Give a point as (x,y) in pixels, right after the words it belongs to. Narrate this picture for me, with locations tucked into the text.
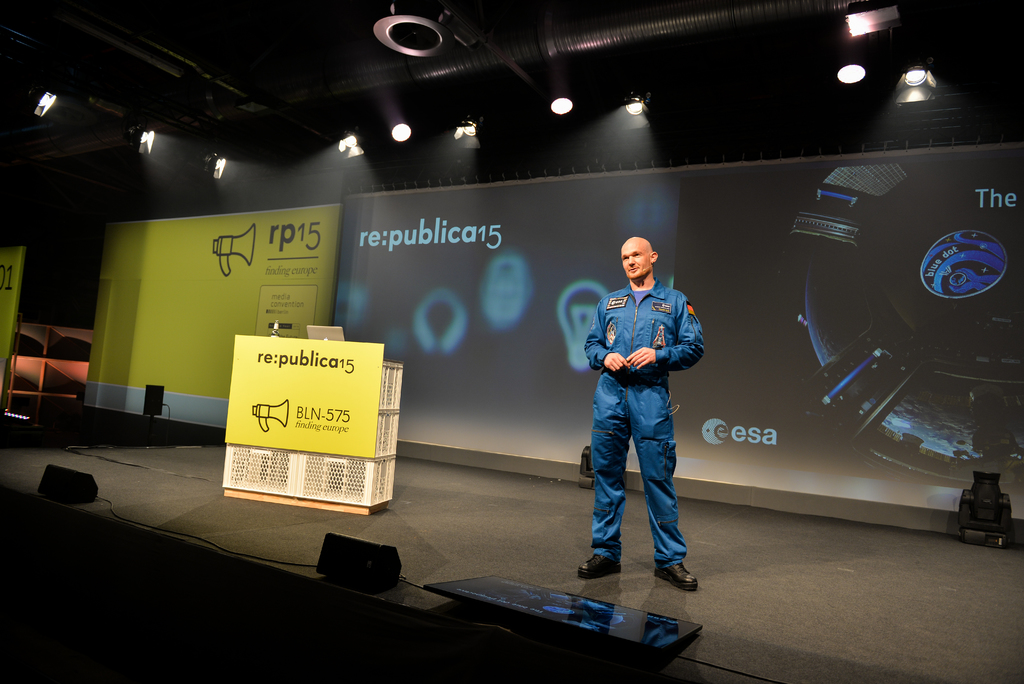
Here I can see a man (642,391) wearing blue color dress (613,472) and standing on the stage (461,536). On the left side (312,407) there is a wooden box (355,467) and a yellow color board (285,398) is attached to this box (306,458). On the board (316,409), I can see some text (322,361). In the background (522,265), I can see two boards (232,252). At the top (348,149) I can see few lights (561,108) attached to the metal rods (405,74). At the bottom (502,597) there are few devices (61,484) placed on the stage (740,650). On the left side (47,382) there are few objects (40,361) in the dark.
